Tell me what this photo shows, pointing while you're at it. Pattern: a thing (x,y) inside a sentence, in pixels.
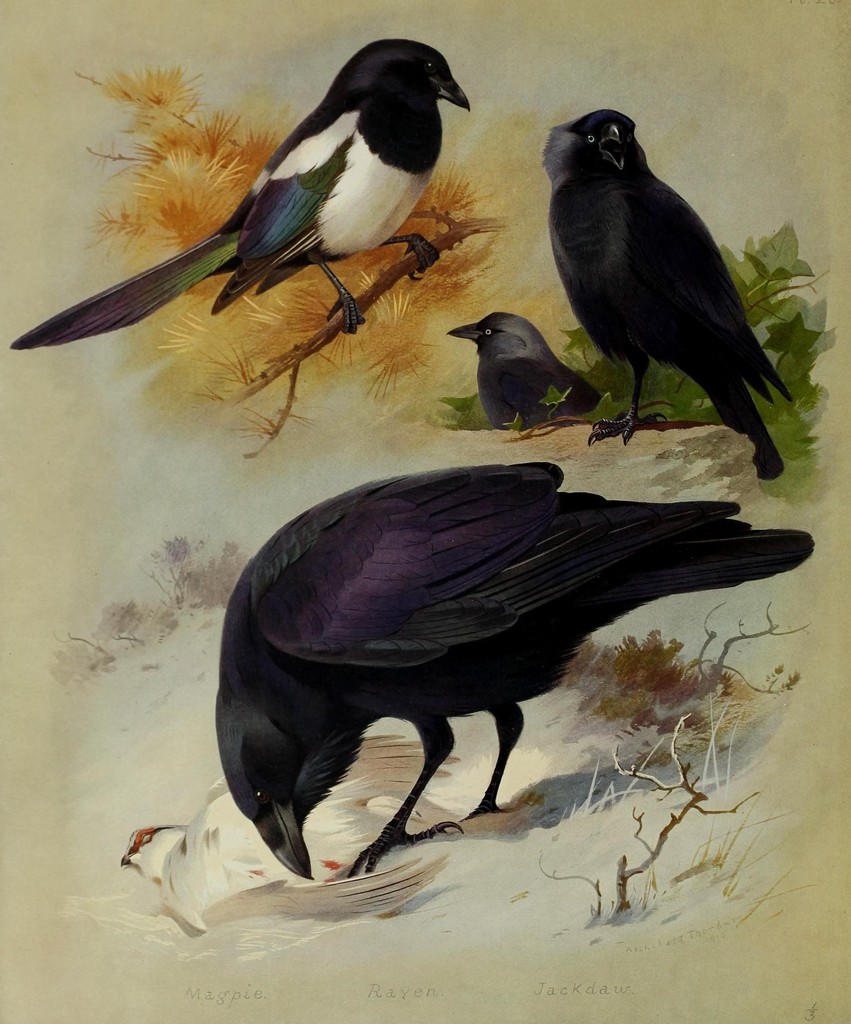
In the picture there are paintings (407,477) of crows (553,359) and another bird (278,247) standing on the branch (363,291) of a tree (311,339).
